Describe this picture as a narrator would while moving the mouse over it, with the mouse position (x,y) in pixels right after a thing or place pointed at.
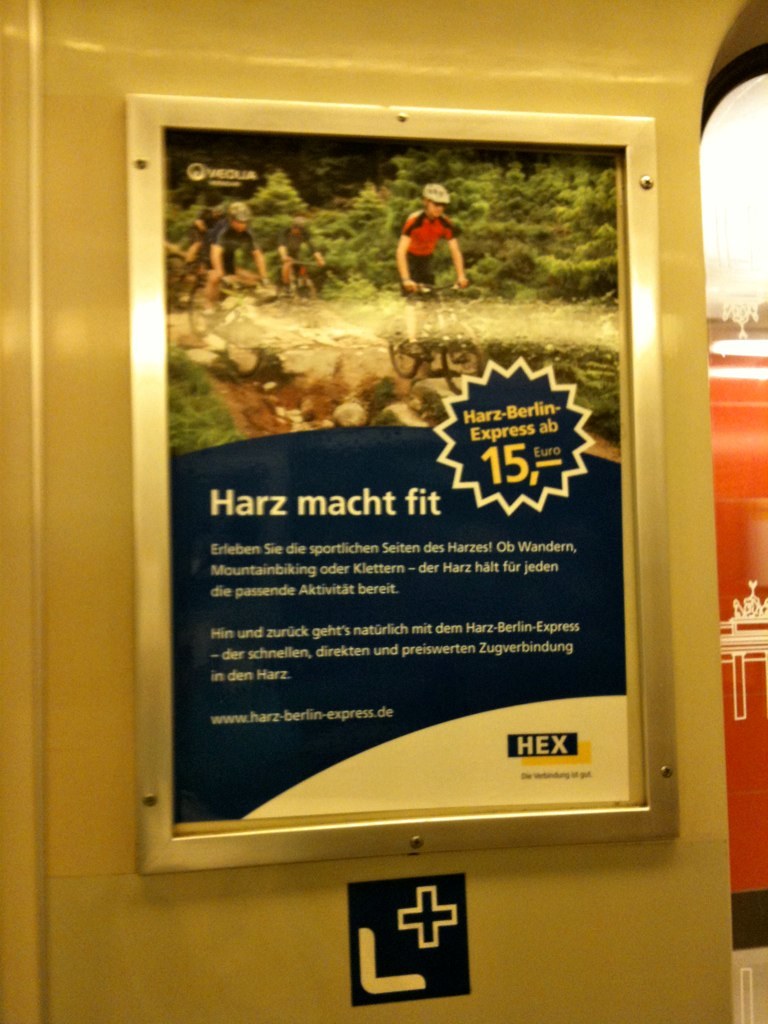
In this image we can see a poster (196,571) on the wall (26,614). On the poster (327,653) we can see trees (334,213), cycles (429,286), people (233,262) and some text (403,660). There is an object (751,453) on the right side of the image (761,830). At the bottom of the image (415,964), we can see a sign board (398,954) is attached on the wall (70,940).
